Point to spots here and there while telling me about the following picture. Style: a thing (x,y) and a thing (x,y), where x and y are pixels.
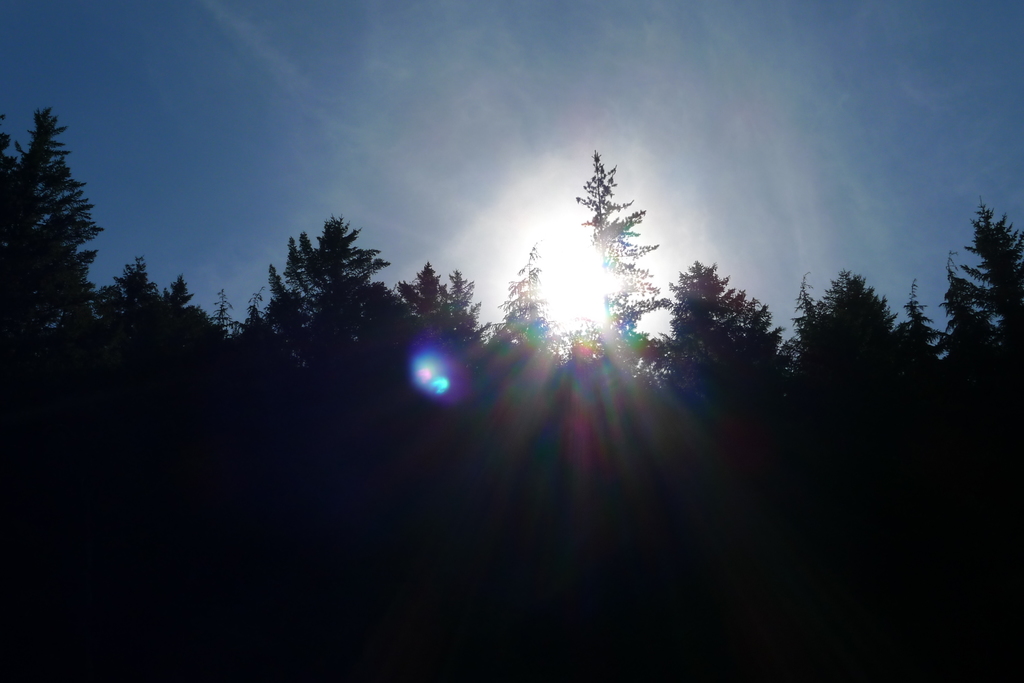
In the center of the image (616,363) there are trees (593,387). In the background (626,149) there is sky (541,90).
